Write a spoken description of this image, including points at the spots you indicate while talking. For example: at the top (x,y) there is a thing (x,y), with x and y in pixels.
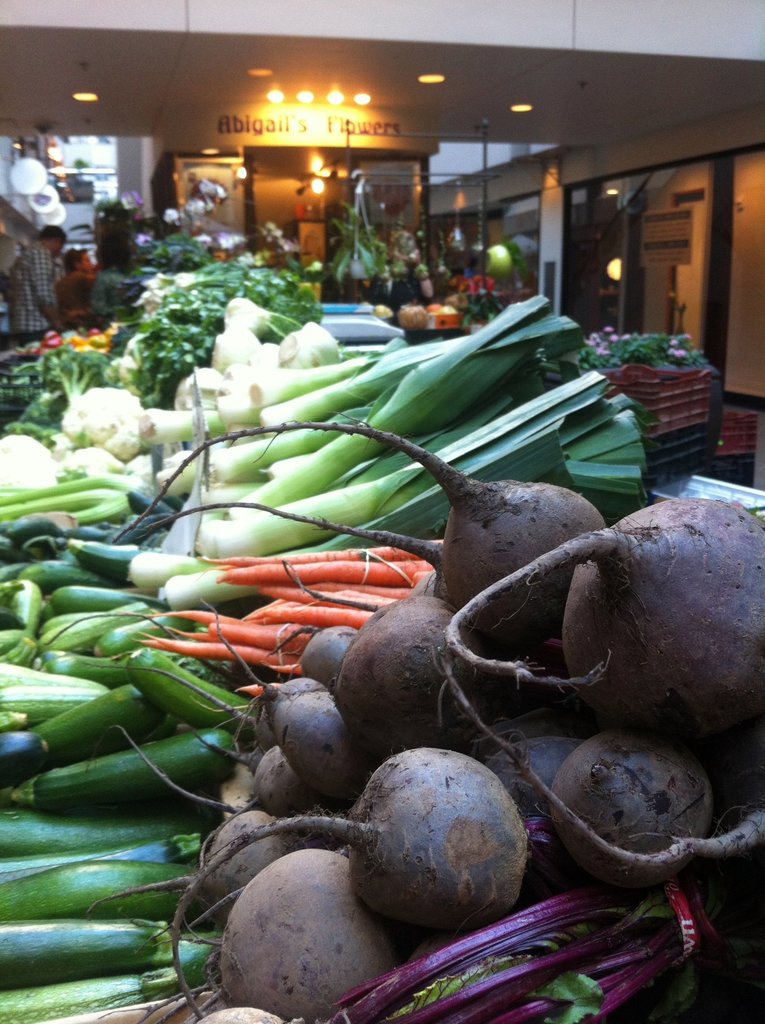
In this image we can see many vegetables (326,673) like beets (374,617), zucchini (89,688), carrots (238,632) and many other vegetables (135,440). Also there is flowers (607,327) on a plant (652,353). In the back (273,233) there are many items (232,250). Also there are few people (88,256). On the ceiling (215,90) there are lights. On the wall (331,135) something is written. And there is a building (468,202).
